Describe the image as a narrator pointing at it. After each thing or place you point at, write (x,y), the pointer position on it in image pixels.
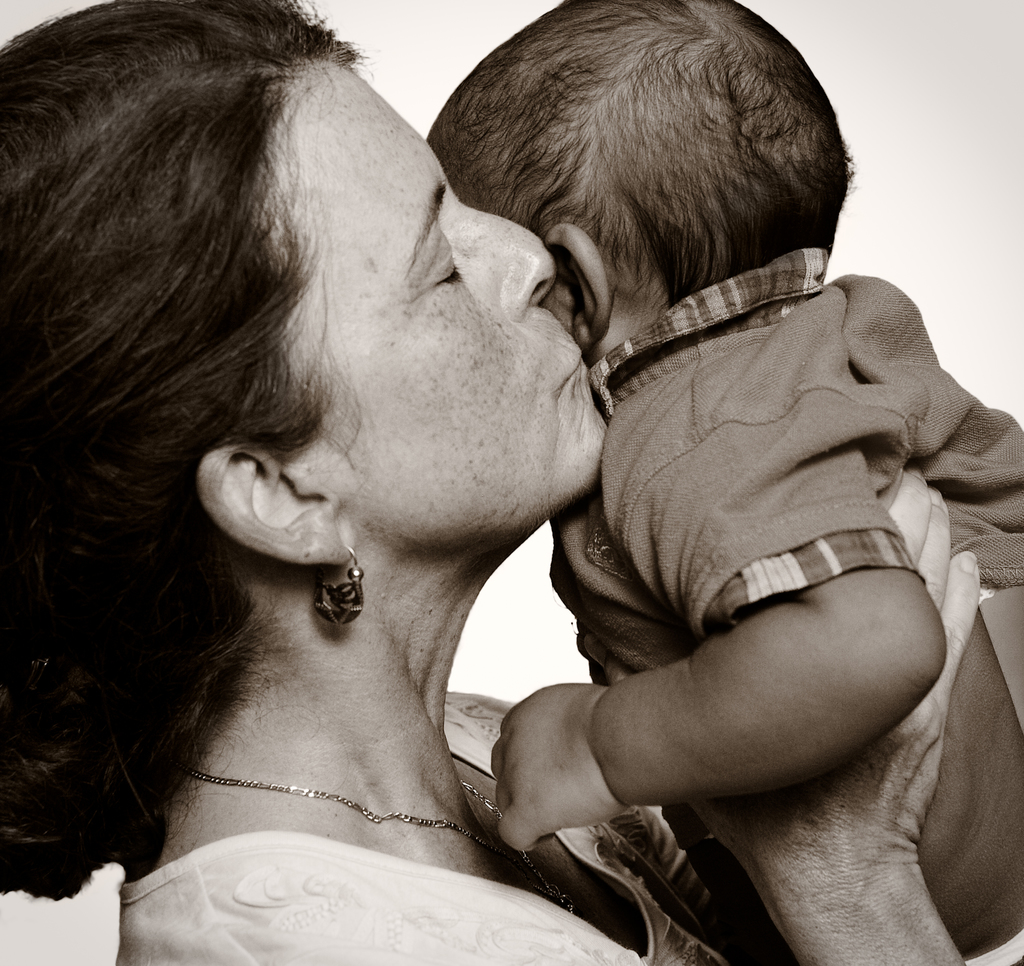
In this image, we can see a woman (278,653) is kissing a baby (679,453) and holding. Background (941,189) we can see white color.
